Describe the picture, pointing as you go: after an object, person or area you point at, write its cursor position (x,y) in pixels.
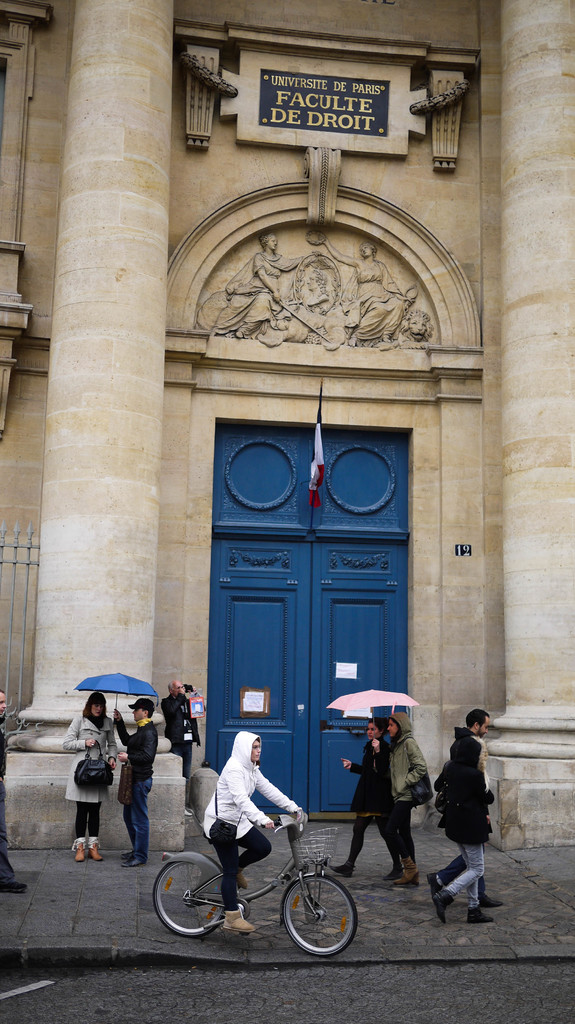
In the foreground of this picture (302,834), there is a woman (244,825) riding cycle (302,889). In the background (397,813), we can see few persons (91,732) moving on the side path (529,853), and the entrance (226,714) of a building (404,287).
